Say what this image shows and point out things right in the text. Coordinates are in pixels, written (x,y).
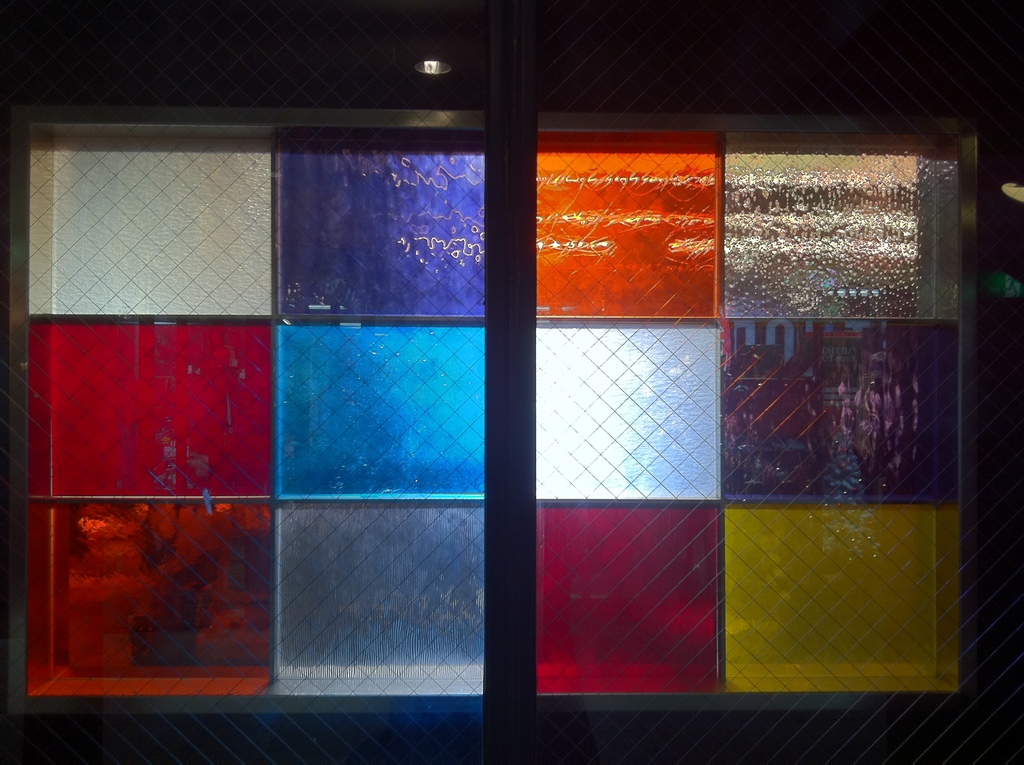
In this image we can see there is a glass window (368,304) with colors and light (436,62).
